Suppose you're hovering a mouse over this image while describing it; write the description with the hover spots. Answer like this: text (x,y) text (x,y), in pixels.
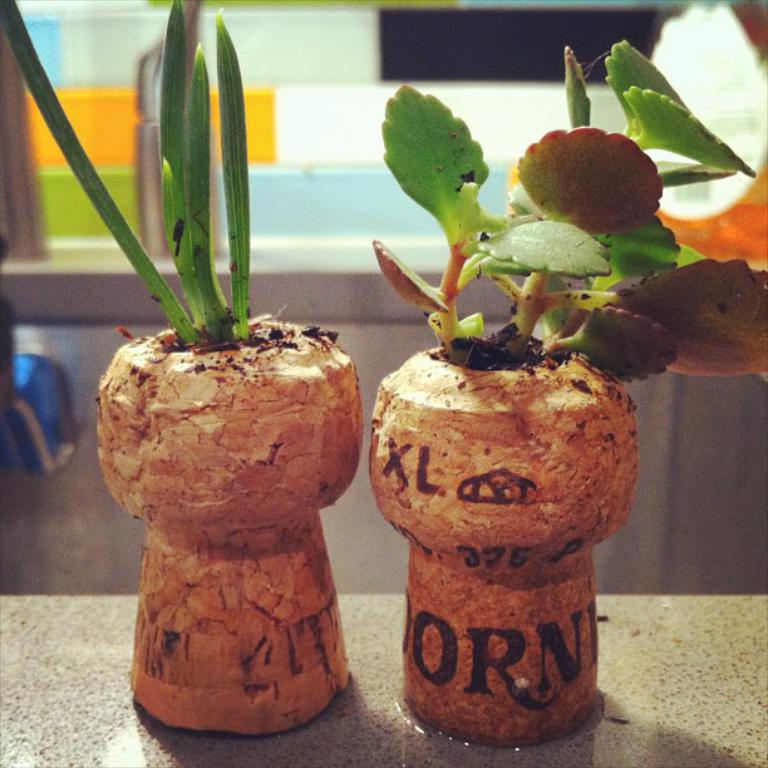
In the center of the image (458,436), we can see plants (222,310) in the pots (444,468) and in the background (290,112), there are color blocks (278,177) and we can see a wall (299,321) and a blue color object (49,393). At the bottom (337,736), there is table (311,730).
